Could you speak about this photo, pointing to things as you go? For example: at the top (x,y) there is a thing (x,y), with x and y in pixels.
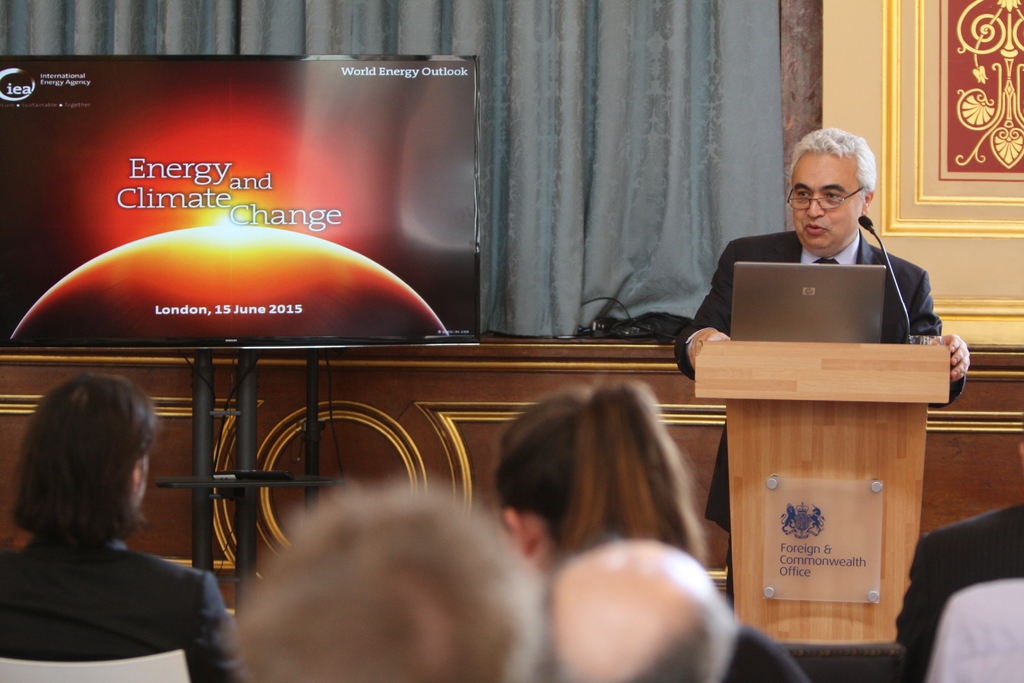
In this picture there is a man (840,210) who is standing near to the speech desk (836,426), mic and laptop (857,314). At the bottom (521,465) I can see some person's head (340,641). In the bottom left corner (138,550) there is a woman (144,584) who is sitting on the chair (97,682). In front of her I can see the television screen (236,276) which is placed on the stand (249,448). Behind that I can see the cloth (534,23).
